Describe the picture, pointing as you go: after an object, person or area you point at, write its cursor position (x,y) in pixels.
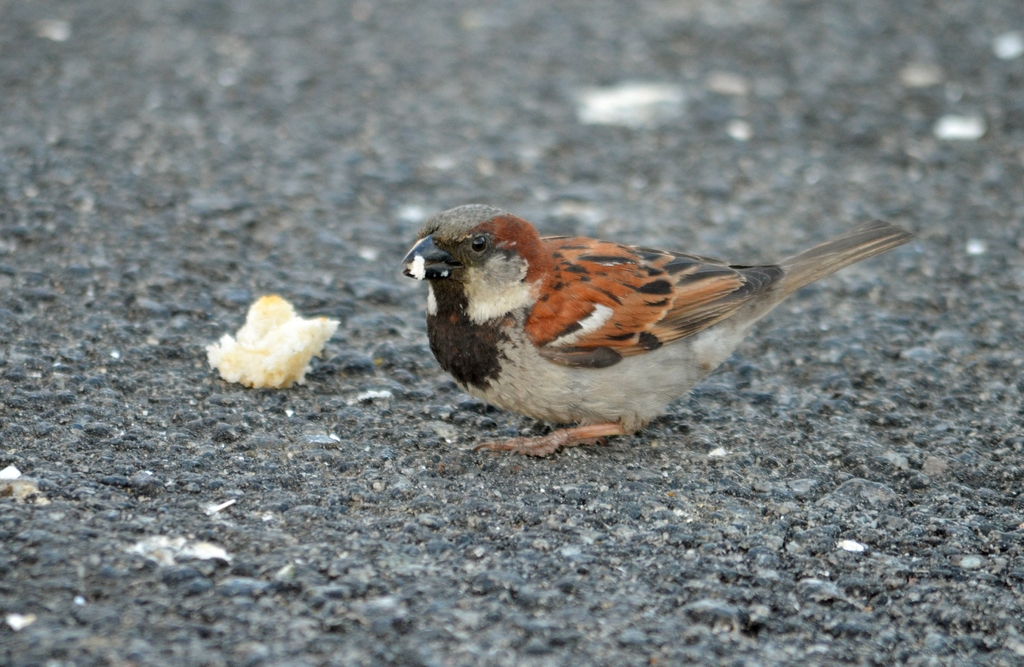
In this image there is a road (365,225), there is a sparrow (568,267) on the road (548,430), there is food (266,334) on the road (342,317), the top of the image (359,93) is blurred.
